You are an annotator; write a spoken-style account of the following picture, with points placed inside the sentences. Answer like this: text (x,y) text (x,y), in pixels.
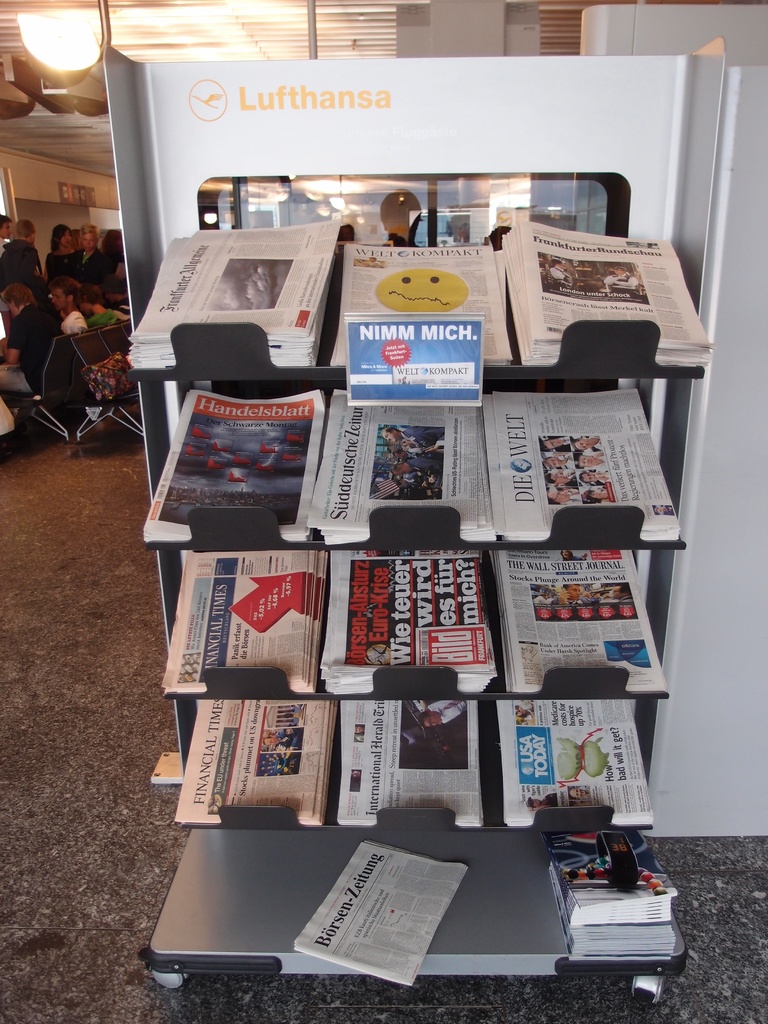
In this image we can see newspapers (421,907), books (612,906) and magazines (613,905) kept on the shelf (506,921). In the background (22,345), we can see a few people (30,354) sitting on the chairs (123,341) and few people (5,246) standing, here we can see ceiling lights (69,104).
